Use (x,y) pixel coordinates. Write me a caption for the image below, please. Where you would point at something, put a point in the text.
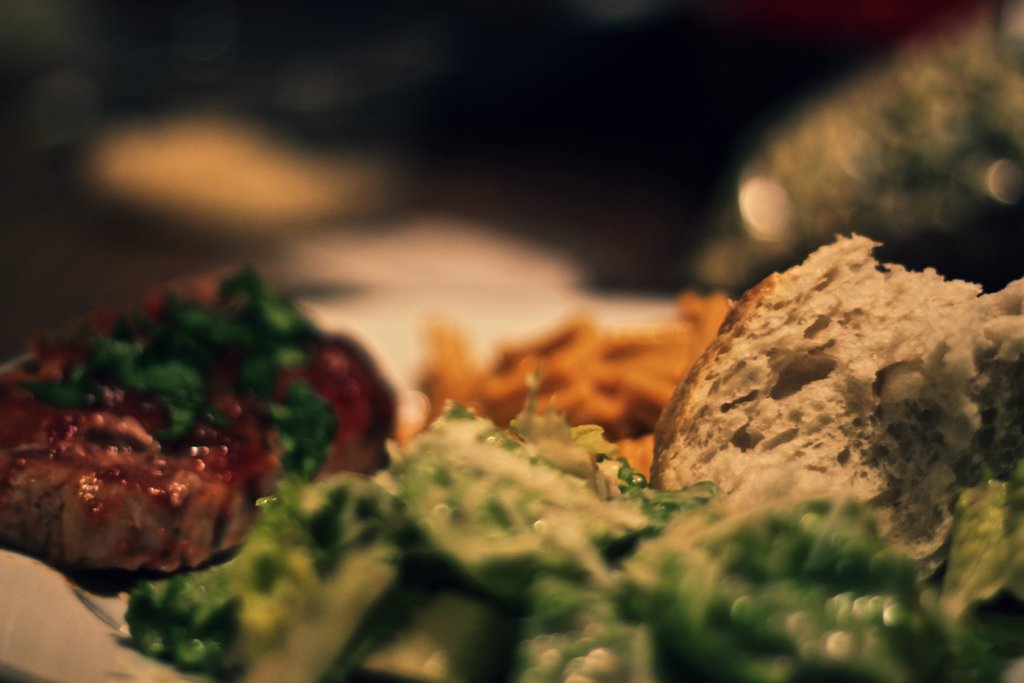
In this picture we can see some food items (478,360). Behind the food items (438,350) there is the blurred background (75,76).
